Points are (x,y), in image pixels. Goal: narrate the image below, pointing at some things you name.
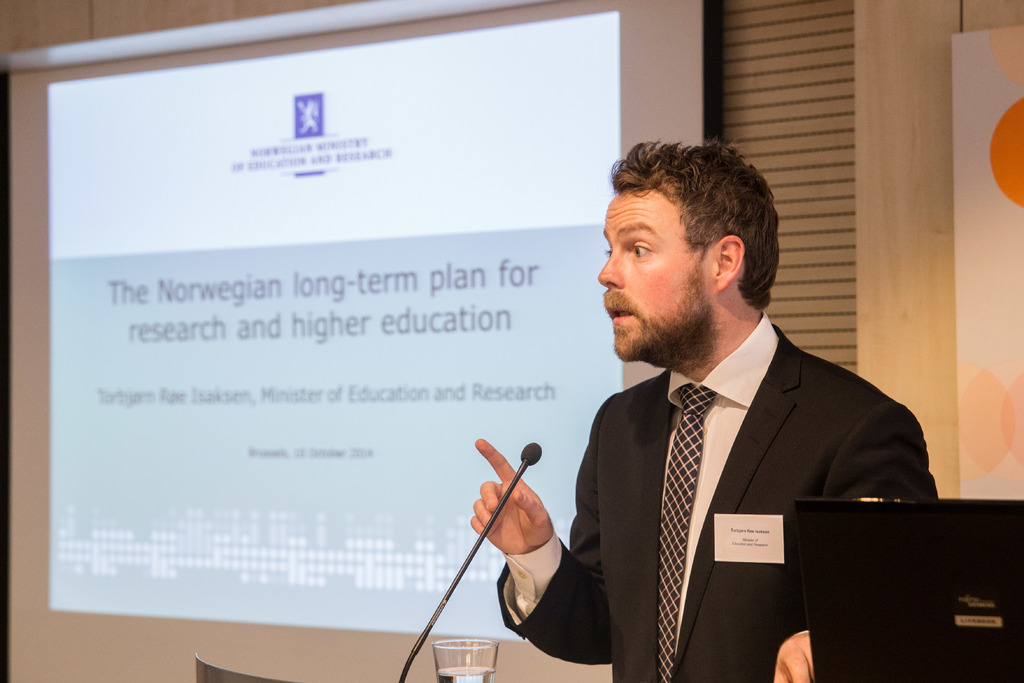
In this image I can see a person (738,466) wearing black color dress (842,446) is standing. I can see a microphone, a glass (492,666) and a black colored object (893,587) in front of him. In the background (363,205) I can see a projection screen (326,314) and the wall (886,155).
